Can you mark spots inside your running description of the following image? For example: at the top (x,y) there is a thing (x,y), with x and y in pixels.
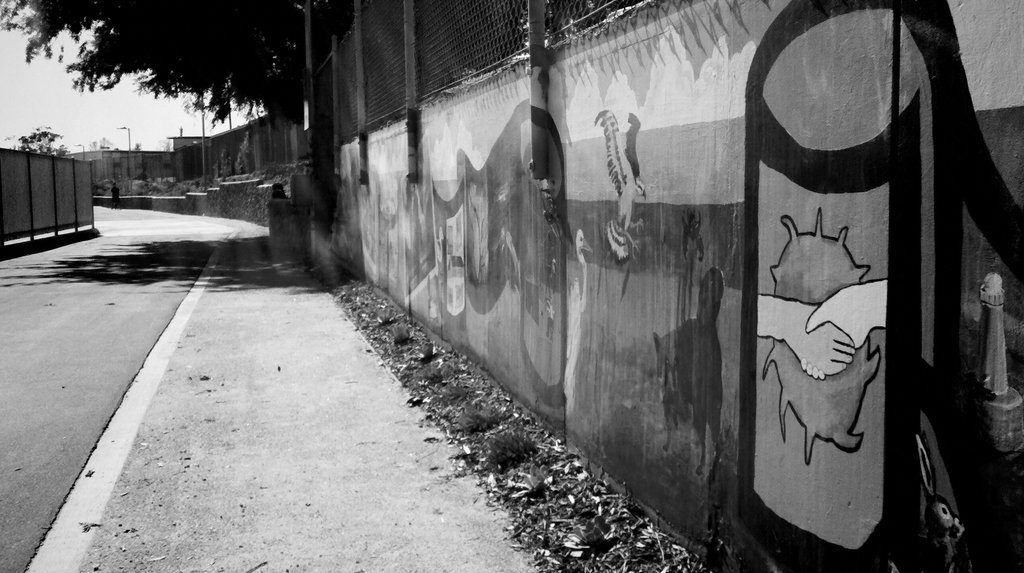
In this image I can see few paintings (563,250) on the wall (637,163) and I can also see the railing (360,80), background (250,50) I can see few light poles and trees (238,45) and I can also see the sky (113,102) and the image is in black and white.
